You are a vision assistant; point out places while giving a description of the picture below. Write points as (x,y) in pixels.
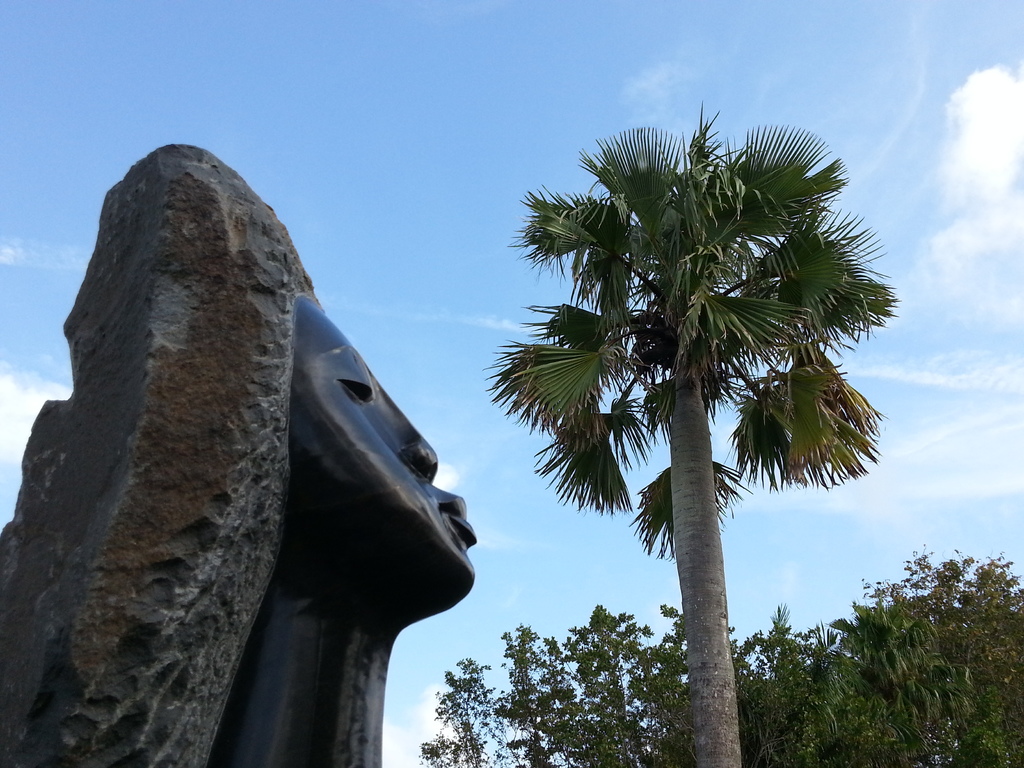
In this image we can see one statue (259,521) on the left side of the image (209,736), some trees (878,720) on the bottom right side of the image (920,686) and in the background (962,193) there is the cloudy sky (76,221).
